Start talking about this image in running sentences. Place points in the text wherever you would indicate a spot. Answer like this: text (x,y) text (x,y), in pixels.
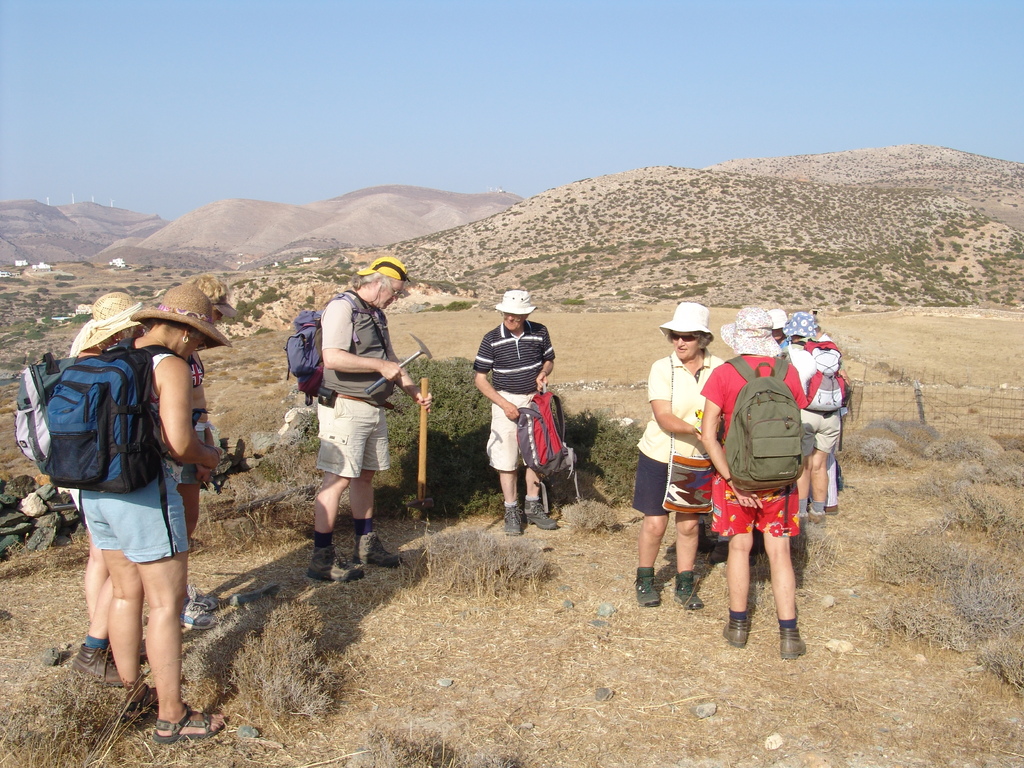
In this image we can see few people (743,620) were carrying bags (146,414) and holding some objects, in the background (821,10), we can see few mountains (984,169) and a sky (985,152).
